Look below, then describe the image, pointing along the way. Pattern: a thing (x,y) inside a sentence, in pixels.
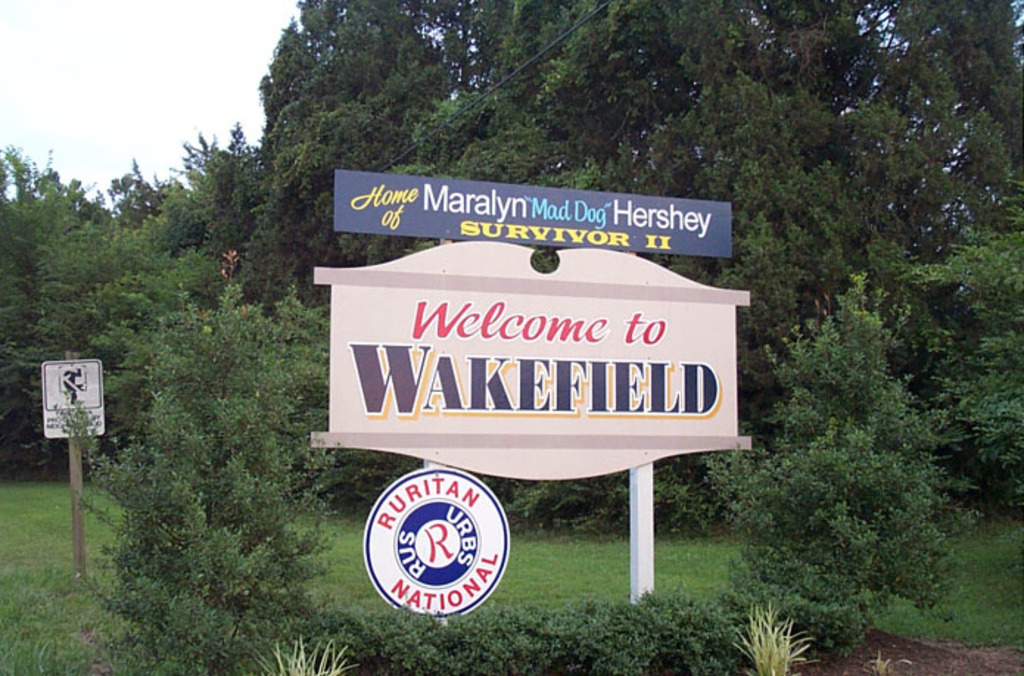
In the picture there is a welcome board (488,353) and in the left side (88,428) there is a caution board (88,428) dug into the grass (577,573) in the entrance (50,515) and behind these two boards (77,393) there is a thicket (169,261) and in the background (65,58) there is a sky (50,36).
